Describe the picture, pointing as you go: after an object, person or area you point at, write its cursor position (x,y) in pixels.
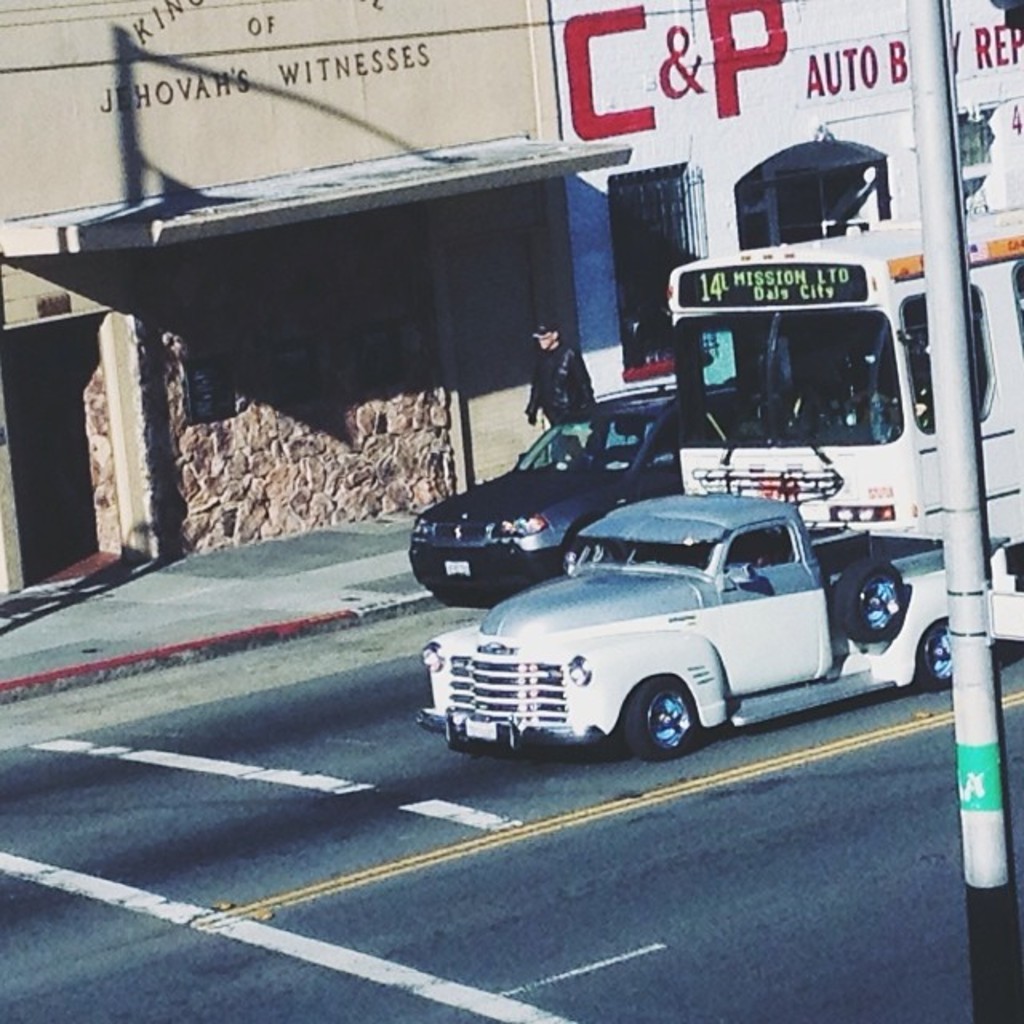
There are some vehicles (669,553) moving on this road (373,899) in this picture. We can observe two cars (614,478) and a bus (767,400). On the right side (933,171) there is a pole (935,184). There is a person (550,367) walking on the footpath (252,586). In the background (356,400) there is a wall (356,117).
